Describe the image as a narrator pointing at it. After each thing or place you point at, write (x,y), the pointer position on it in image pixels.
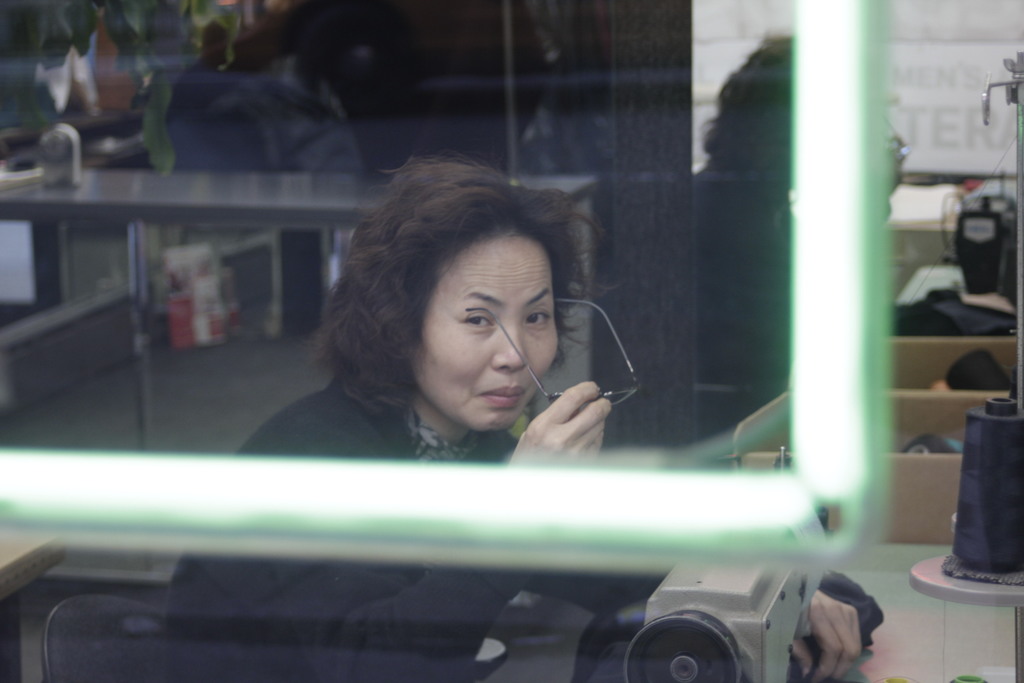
In the image there is a woman (437,404) sitting in front of table (892,648) with sewing machine (787,564) in front of her and behind there is another person (810,156) sitting in front of table (954,280), this seems to be in a tailor shop (887,368).
